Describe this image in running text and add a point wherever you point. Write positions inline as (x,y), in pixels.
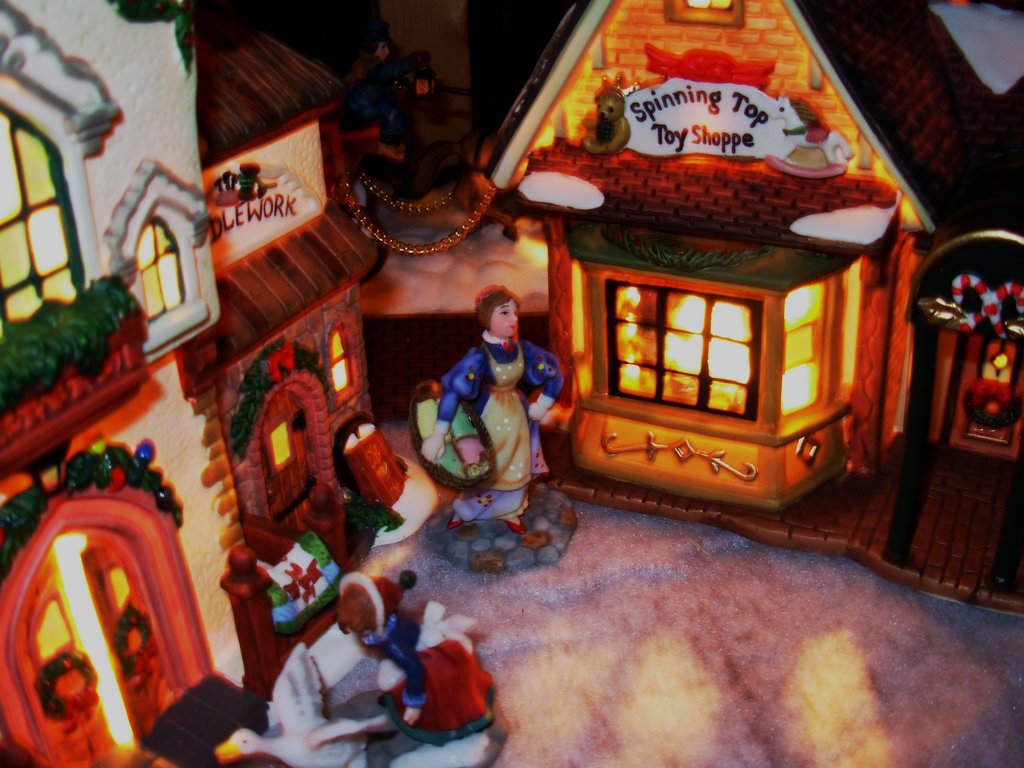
In this image we can see the depiction of houses (739,454) with lighting (728,386). We can also see the depiction of people (423,727), bird (305,704) and also the path (627,590).
